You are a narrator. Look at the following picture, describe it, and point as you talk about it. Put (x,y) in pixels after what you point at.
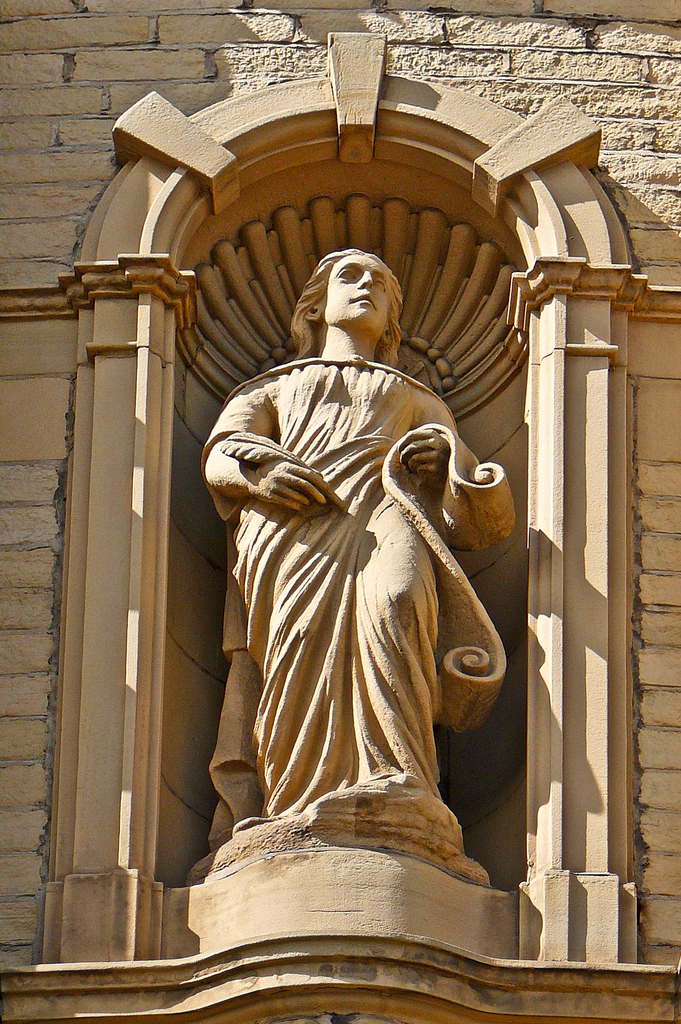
In this image there is a depiction of a person (362,583) as we can see in middle of this image (300,610) and there is a wall (471,46) in the background (322,119).
